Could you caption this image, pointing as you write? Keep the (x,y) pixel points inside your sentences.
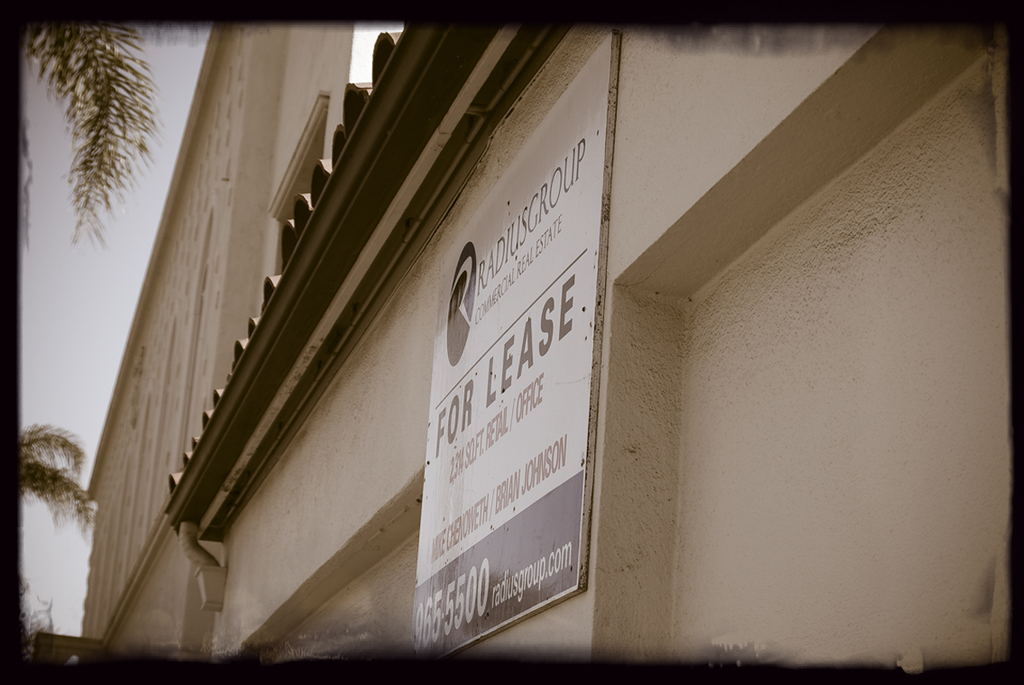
In this picture I can observe a board (496,443) fixed to the wall (756,182). There is a text (507,431) on the board (500,461). I can observe a building (295,363). On the left side (61,510) there are trees (97,97). In the background (82,230) there is a sky (88,293).
